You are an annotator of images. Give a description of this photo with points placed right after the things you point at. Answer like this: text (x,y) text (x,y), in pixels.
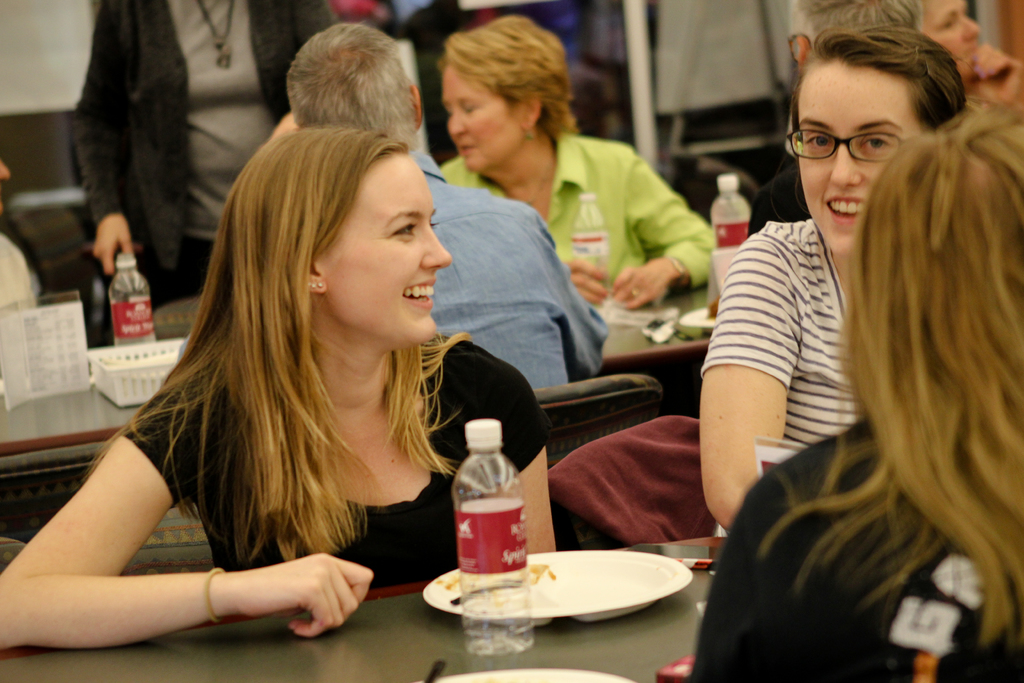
Here we can see a group of people (114,543) sitting on chairs (56,504) with tables (696,341) in front of them having plates (652,578) and bottle (483,584) of water (470,633) on it
